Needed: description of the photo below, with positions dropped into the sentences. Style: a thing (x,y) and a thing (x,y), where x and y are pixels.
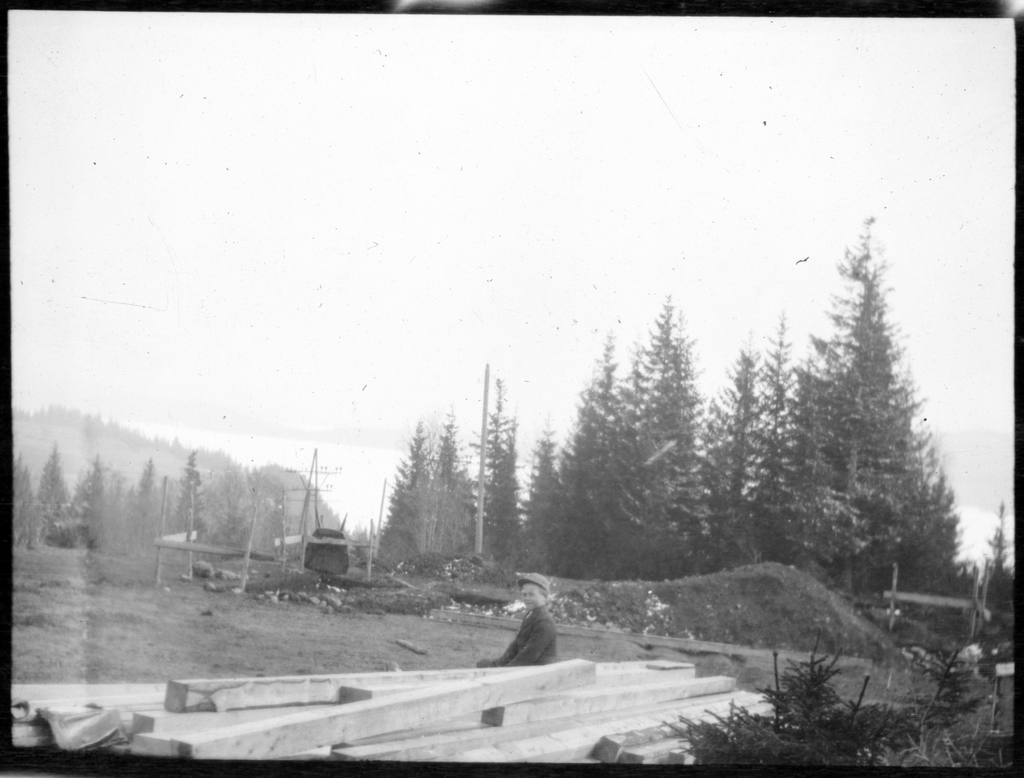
In this image a person (551,640) is sitting behind the wooden planks (512,708). He is wearing a cap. Left side (189,498) there are few poles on the grassland (278,626). Right bottom there are few plants (790,741). Background (58,534) there are few trees (800,542). Top of the image (307,243) there is sky (318,284).
